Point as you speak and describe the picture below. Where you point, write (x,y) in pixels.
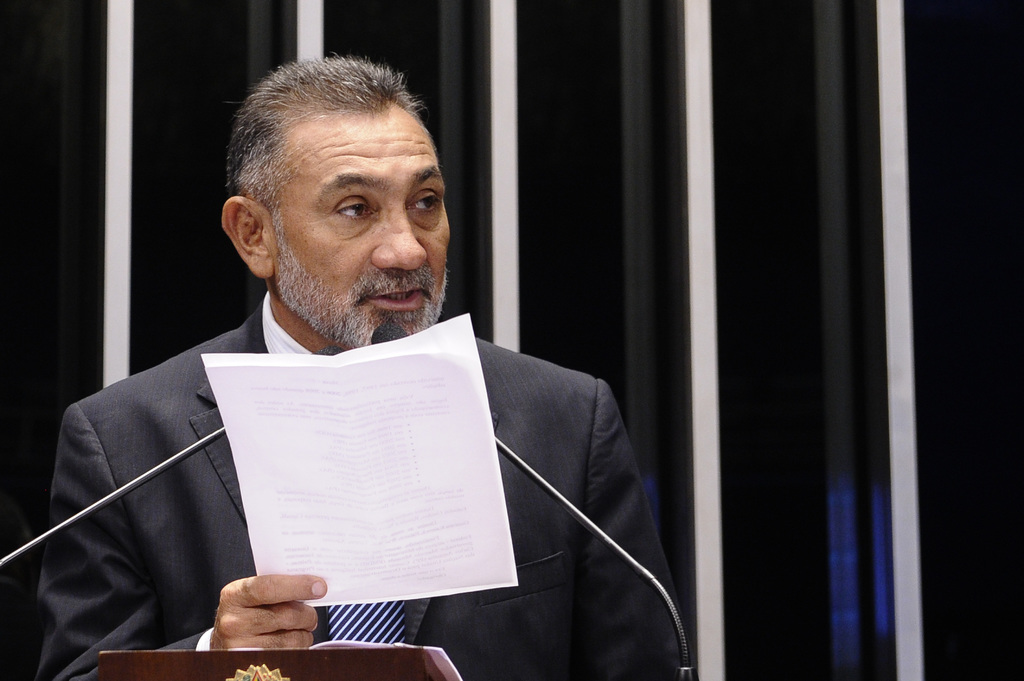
The man (195,431) in white shirt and black blazer (163,530) is holding papers (378,424) in his hand (235,647). In front of him, we see the podium (403,662) and he is talking on the microphone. Behind him, we see a black color sheet (190,271) and white color rods (116,223).
